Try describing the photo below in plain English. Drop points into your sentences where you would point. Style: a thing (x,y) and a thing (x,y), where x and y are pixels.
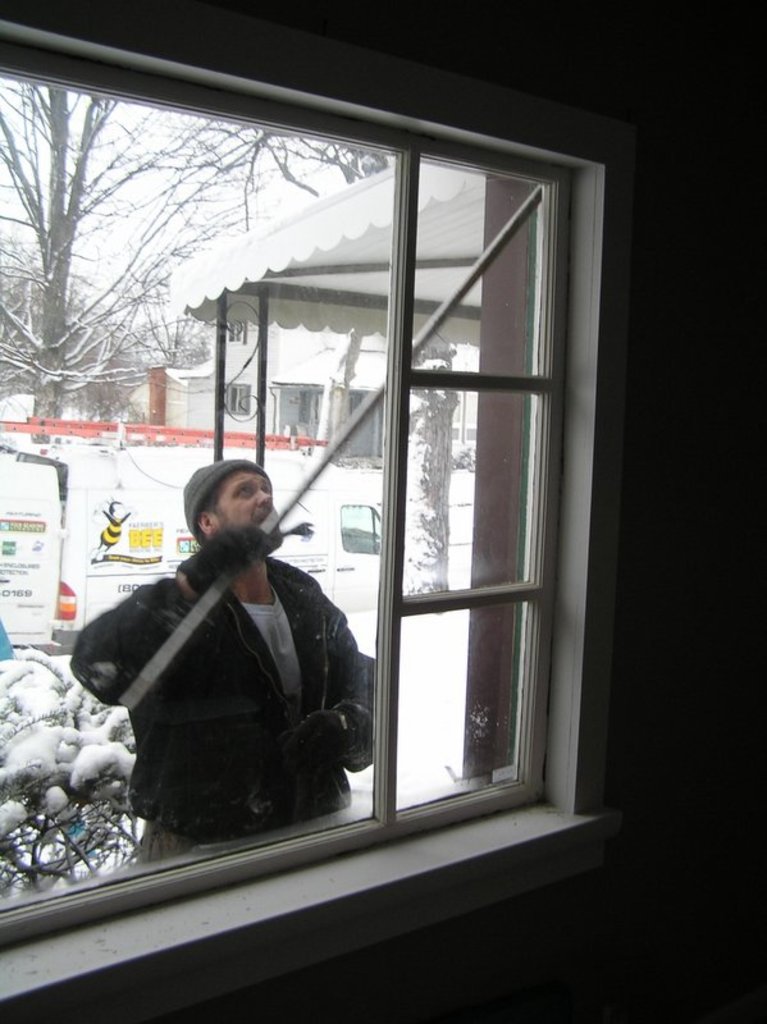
In the middle (317,678) a man (285,688) is standing, he wore a coat (275,699) and this is the window (376,613), there is a tree (45,373) in the left side of an image (129,268).
